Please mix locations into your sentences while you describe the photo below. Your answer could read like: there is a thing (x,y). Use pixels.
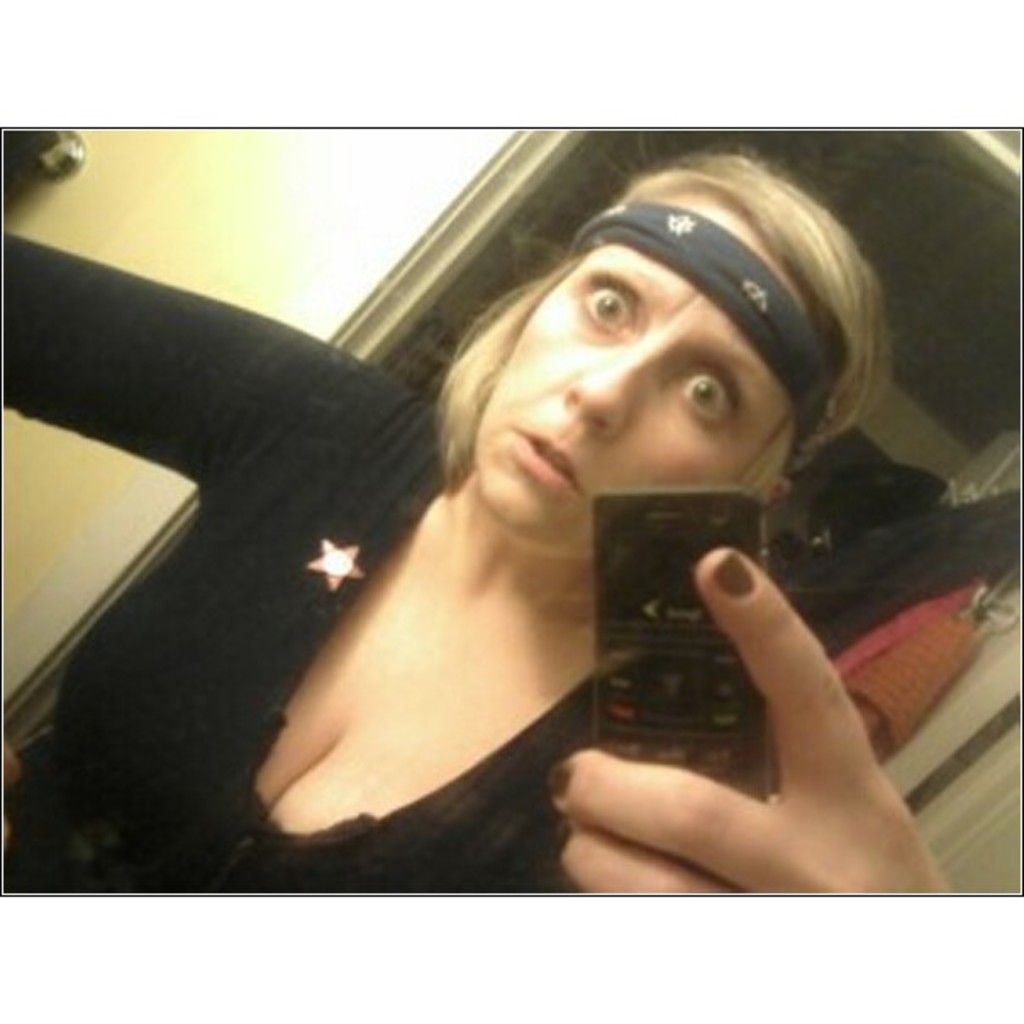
In this image there is a woman (203,605) in the middle (412,568) who is wearing the black dress (222,702) is holding the black mobile phone (731,766) with her hand (795,814). She has a band (748,278) to her head (673,203). In the background (924,536) there are few clothes (910,583) which are hanged to the hanger (974,599).
